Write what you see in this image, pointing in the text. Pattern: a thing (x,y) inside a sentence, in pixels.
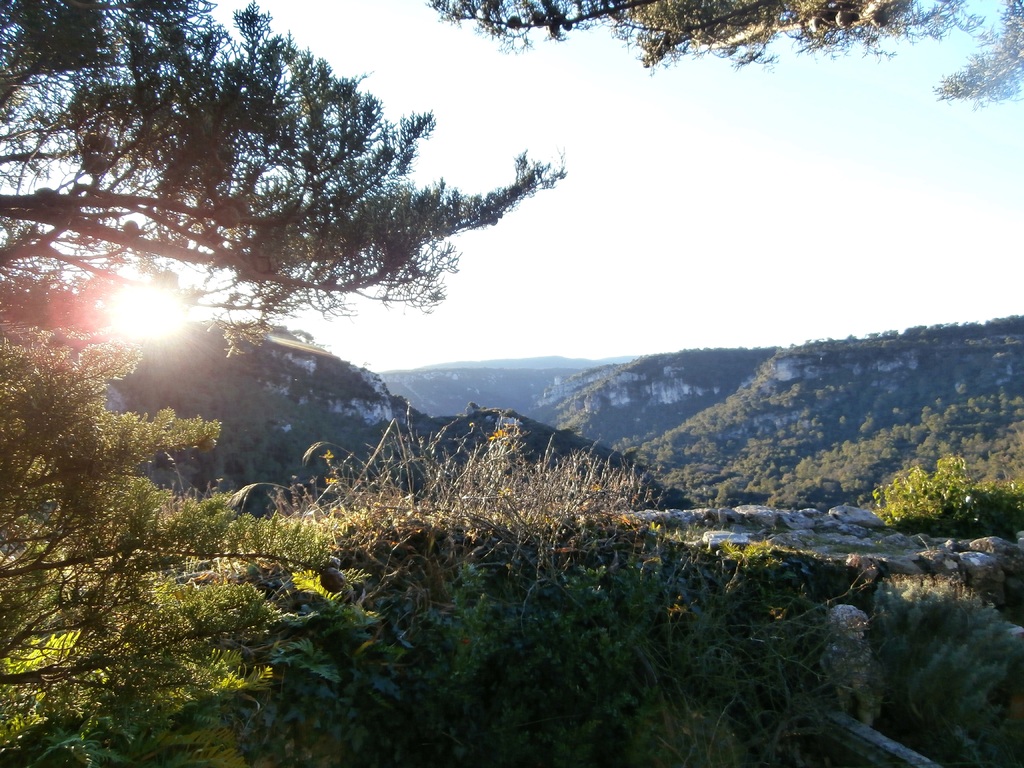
In the image there are trees (700,452) and mountains (562,375) and in the background (173,329) there is a sunlight (173,333).
